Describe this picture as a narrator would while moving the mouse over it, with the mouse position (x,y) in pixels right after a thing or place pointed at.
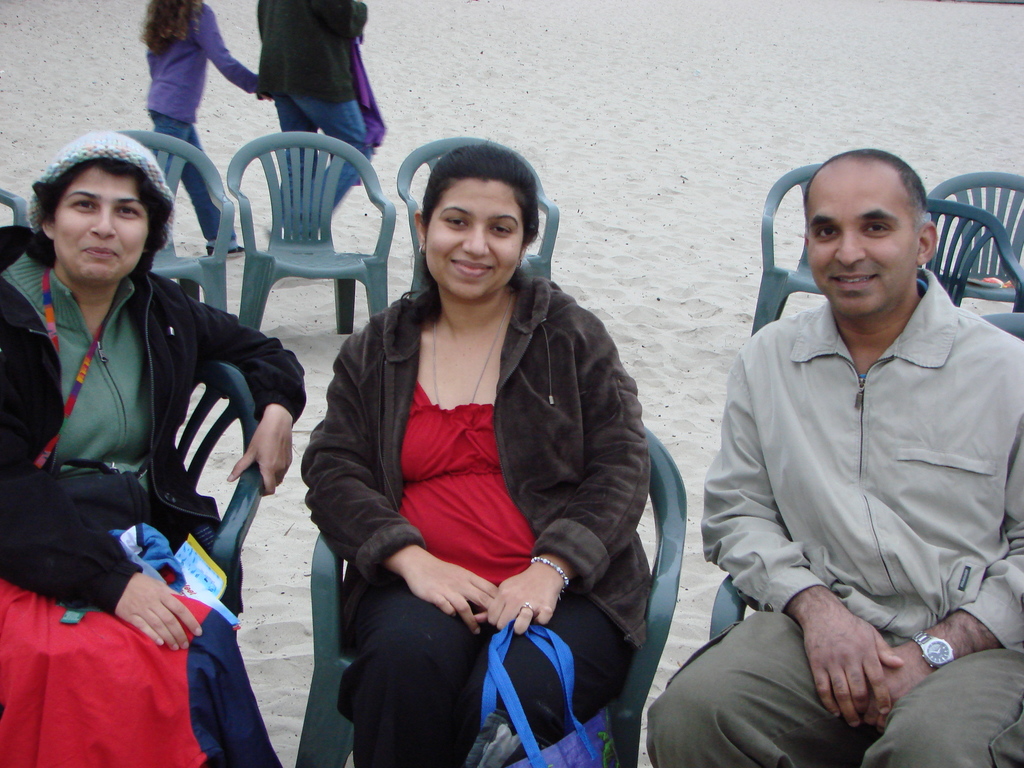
In this picture we can see three people (391,649) sitting on chairs (334,651), they are smiling and one woman (407,644) is holding a bag (552,632) and in the background (848,1) we can see sand (837,8), chairs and two people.
